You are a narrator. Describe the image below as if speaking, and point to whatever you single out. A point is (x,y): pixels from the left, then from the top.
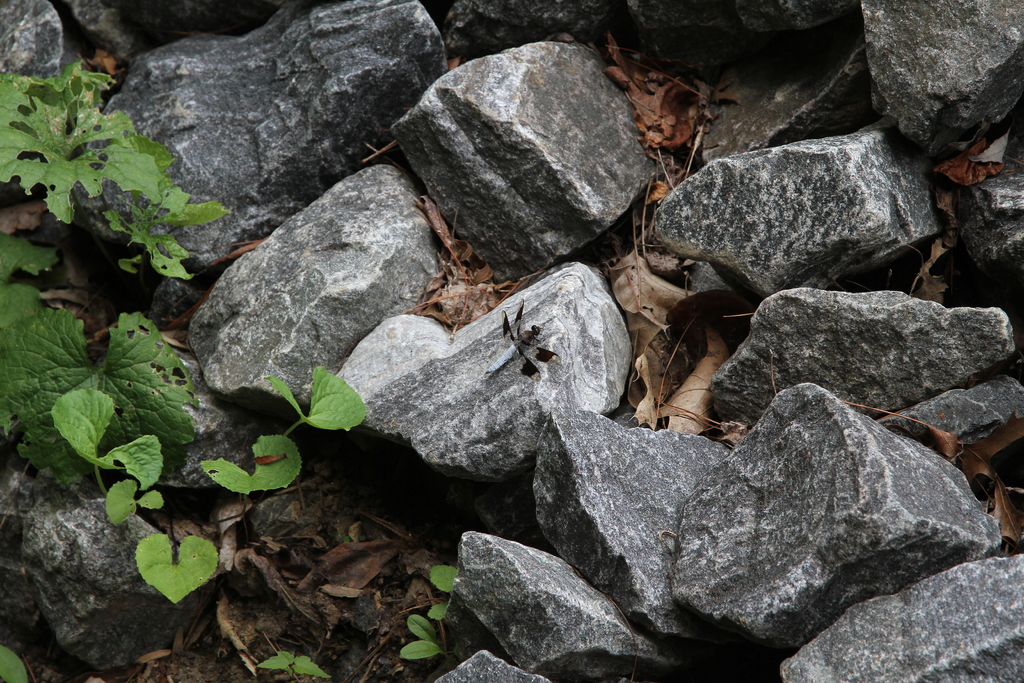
In this picture we can see there are rocks (530,287), green leaves (133,373) and some dry leaves (477,257).
